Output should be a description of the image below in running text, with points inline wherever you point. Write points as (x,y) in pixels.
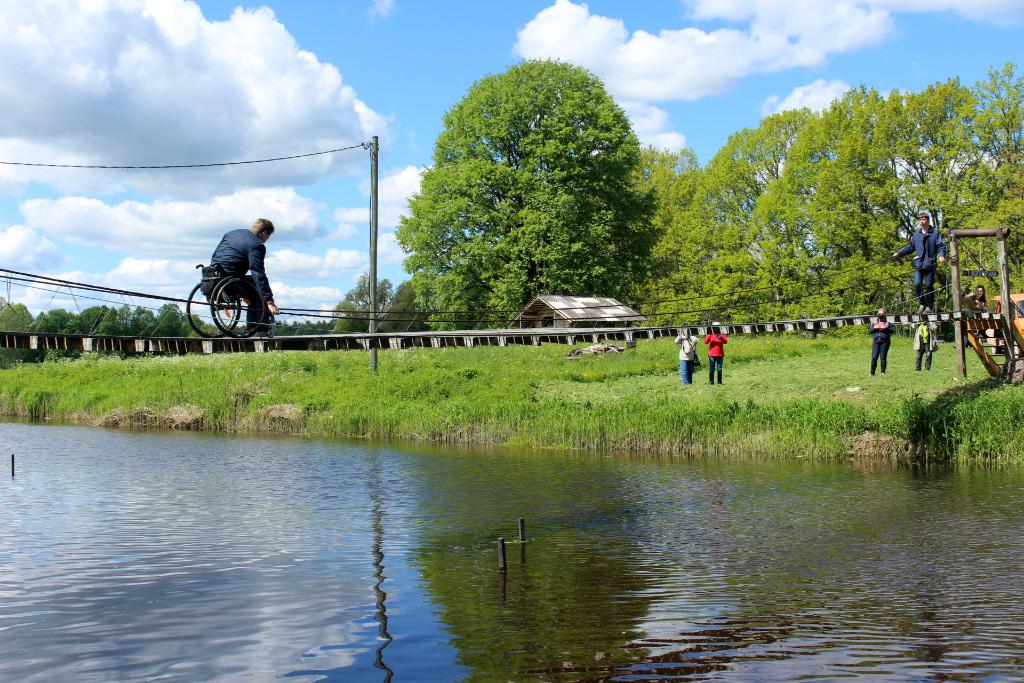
In this image I can see a person (248,249) wearing black dress (243,261) is sitting on a wheel chair (224,298) which is on the bridge (214,341). I can see another person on the other end of the bridge (914,314). I can see the water (676,511), the grass (577,386), few persons (680,357) standing on the ground (820,344), a building (633,322) and few trees (624,199). In the background (799,24) I can see the sky (682,35).
